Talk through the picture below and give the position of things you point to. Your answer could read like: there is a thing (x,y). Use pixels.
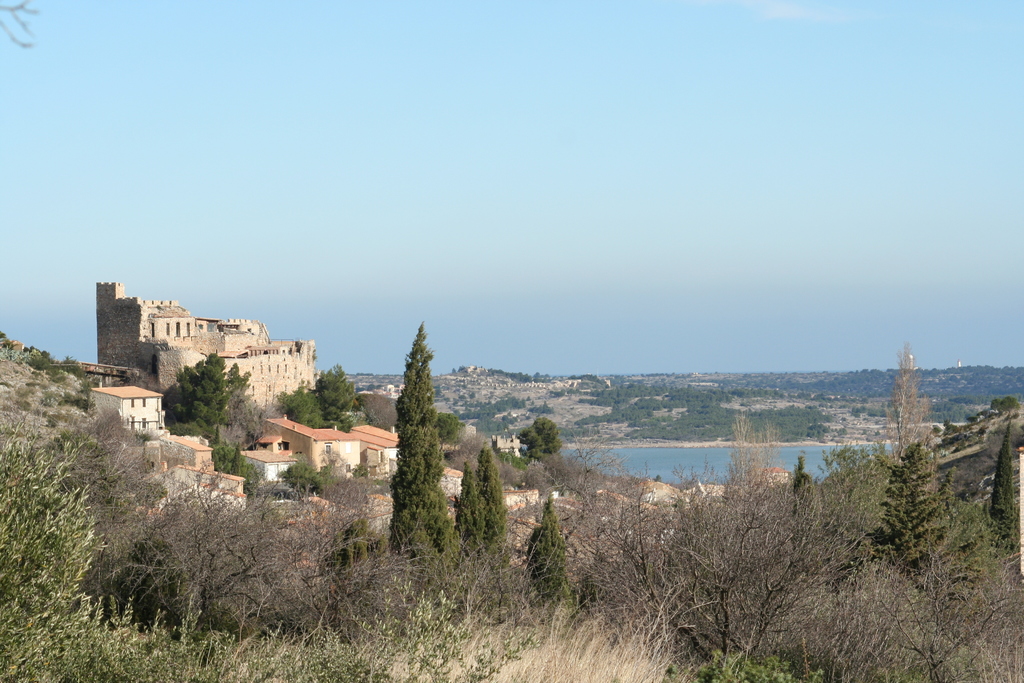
In this picture there are buildings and trees (568,550) and there is a mountain (648,428). At the top (410,92) there is sky (519,77). At the bottom (608,457) there is water (624,456) and there are plants (603,660).
